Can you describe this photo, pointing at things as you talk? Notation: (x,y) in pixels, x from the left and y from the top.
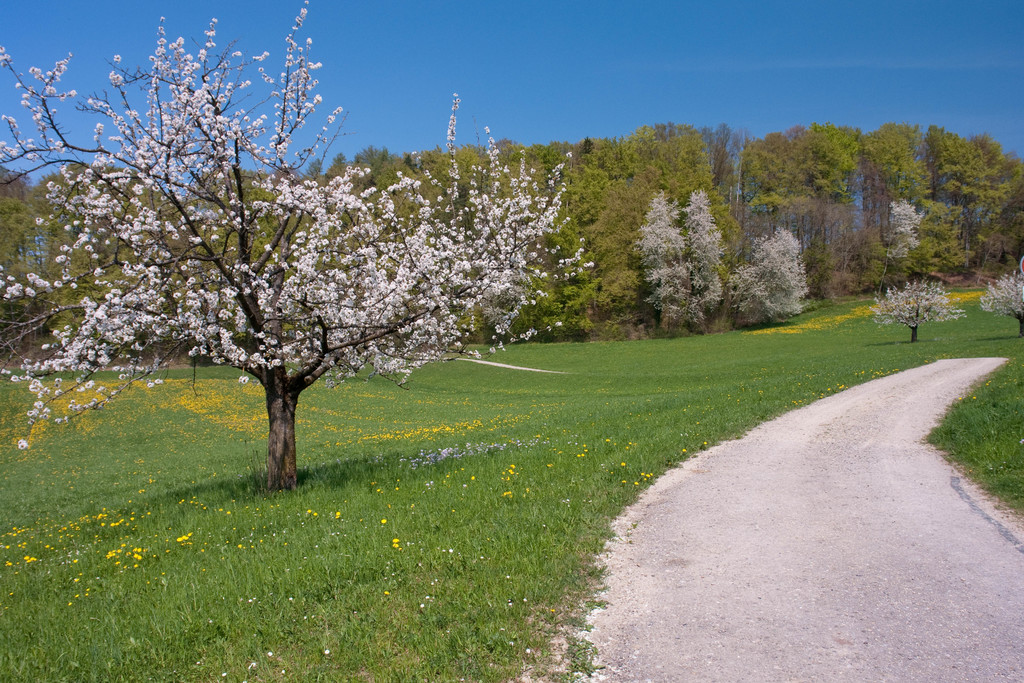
At the bottom of the picture (358,587), we see the grass (535,586) or the plants (288,593). We see the flowers (114,555) in white and yellow color. On the left side (175,344), we see a tree (357,249) which has the flowers (440,324). On the right side (819,507), we see the pavement (883,525) and the grass (962,425). There are trees (30,204) in the background (1020,291). AT the top (559,73), we see the sky (600,86), which is blue in color.
